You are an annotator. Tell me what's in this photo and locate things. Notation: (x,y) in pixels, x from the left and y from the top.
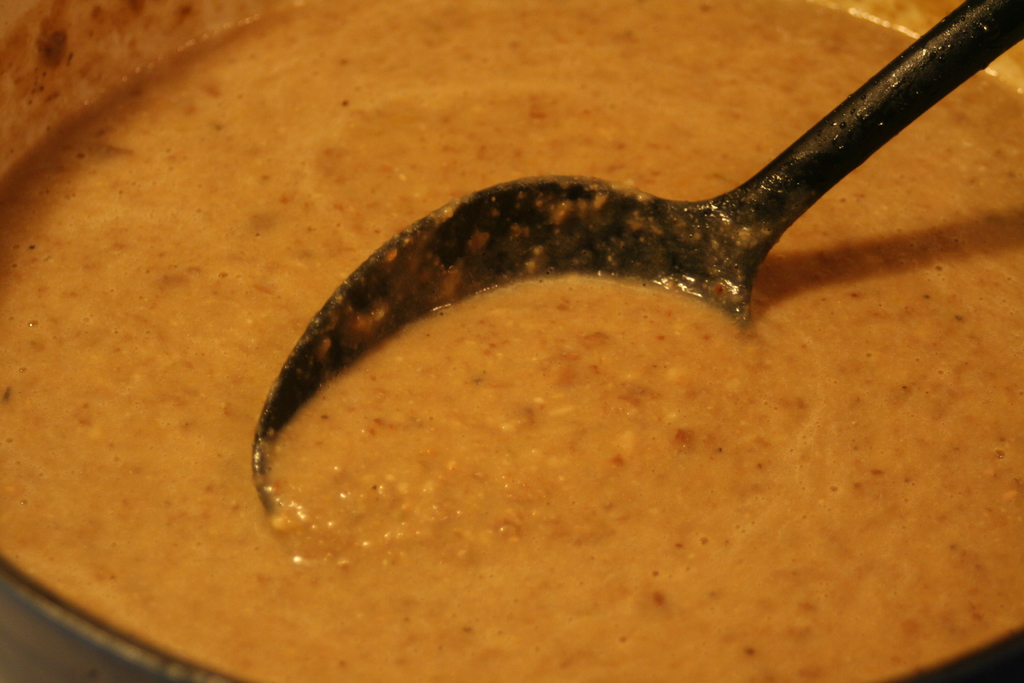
This picture shows a bowl (27,63) with some food (249,370) and we see a black color spoon (273,407) in it.
